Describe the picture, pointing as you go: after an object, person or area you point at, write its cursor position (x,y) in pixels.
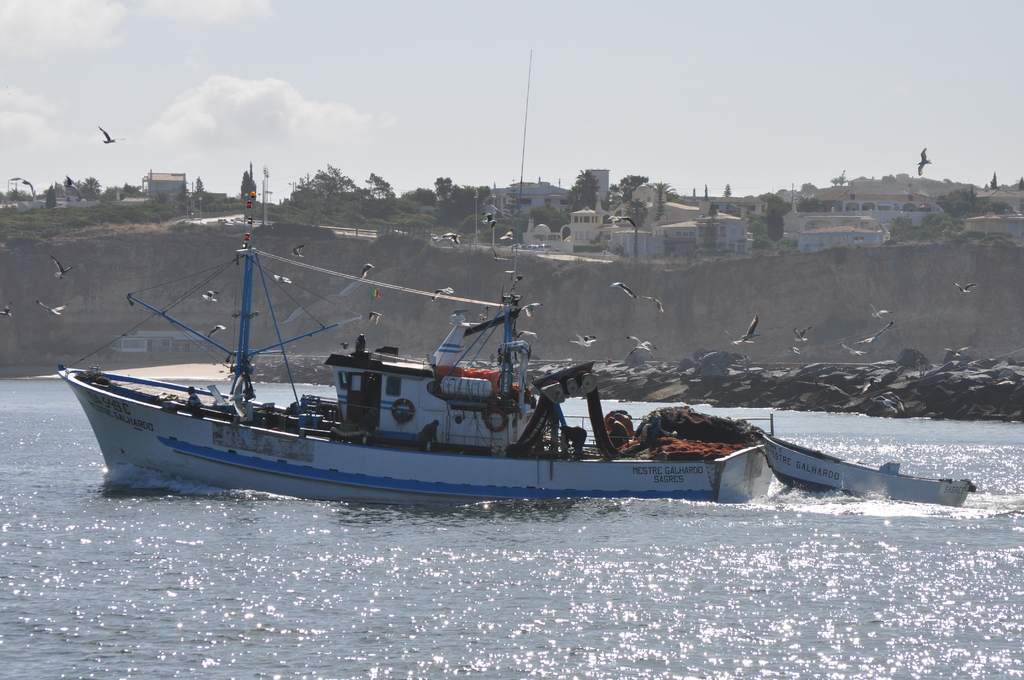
This image is taken outdoors. At the top of the image (128,80) there is the sky (665,98) with clouds (103,41). At the bottom of the image (529,557) there is a sea (74,520) with water (210,515). In the background (322,242) there is a hill (657,287). There are a few trees (358,199) and plants (912,229) on the ground (929,225). There are many houses (595,222) and buildings (575,221). There are a few poles (475,228). Two birds (923,166) are flying in the sky (967,157). In the middle of the image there are many birds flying in the air (381,319). There is a boat (181,433) on the sea (943,506). There are many objects (97,372) in the boat (348,374).
